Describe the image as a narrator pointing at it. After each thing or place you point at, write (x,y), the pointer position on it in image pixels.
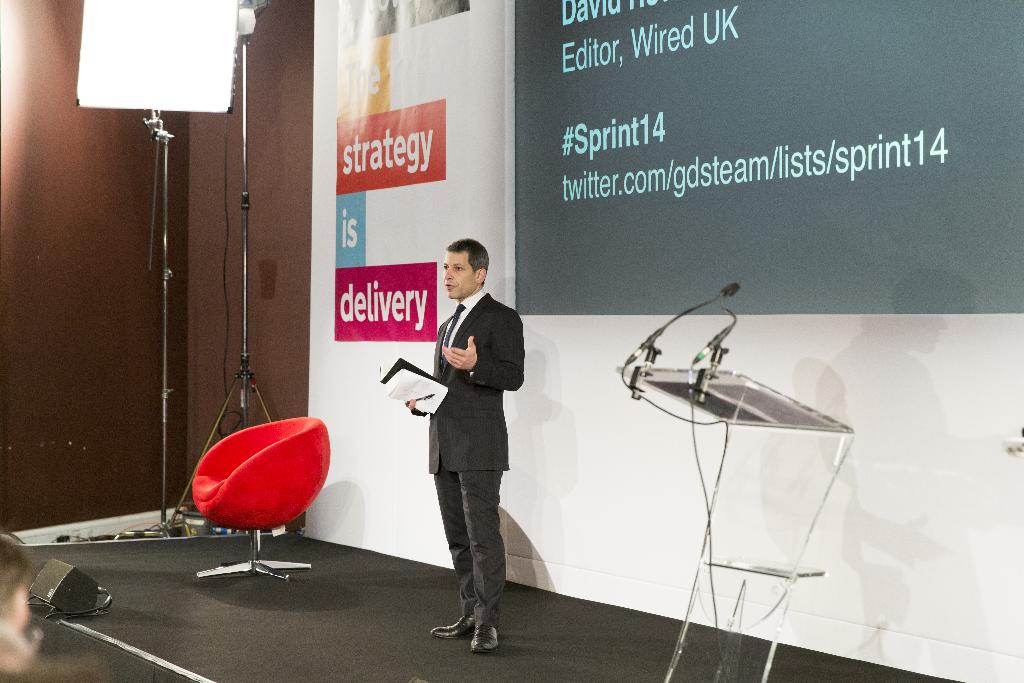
This is an image where a man (472,309) is standing on the stage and speaking. this is the podium (751,400). This is a chair (280,445) and these are the speakers (89,588). This is the banner (548,218).
